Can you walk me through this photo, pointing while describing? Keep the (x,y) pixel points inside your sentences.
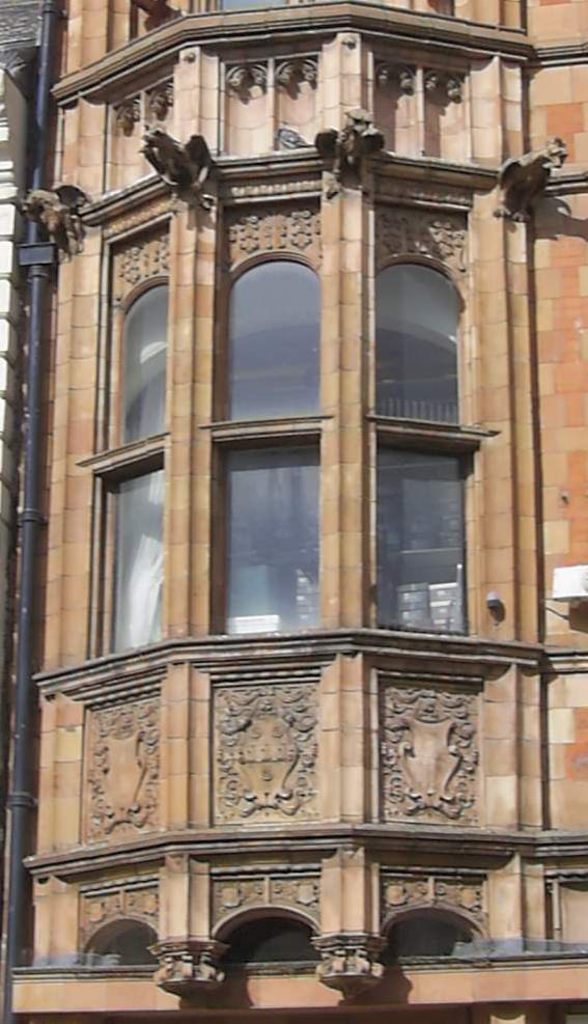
In this image we can see a building (295,488) with glass windows (283,496), pole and other objects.
